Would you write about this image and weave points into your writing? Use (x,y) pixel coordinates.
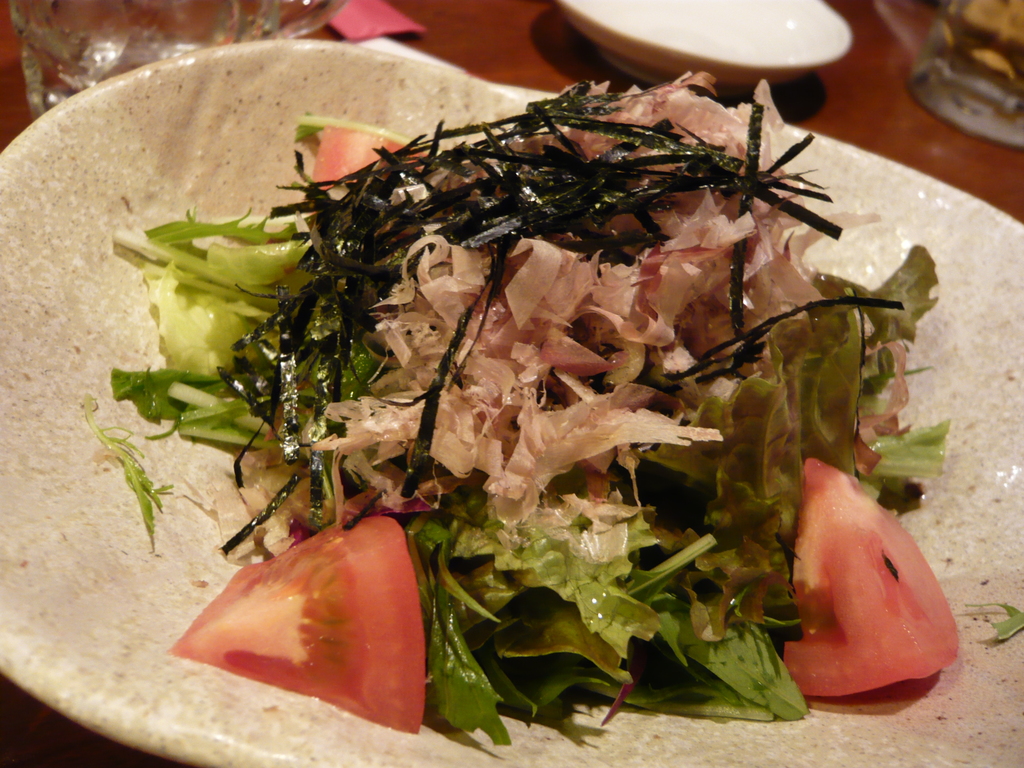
In this picture there is a food (729,330) on plate (240,767). There is a plate (13,588), bowl (774,66) and there are glasses (123,40) on the table (833,134).
